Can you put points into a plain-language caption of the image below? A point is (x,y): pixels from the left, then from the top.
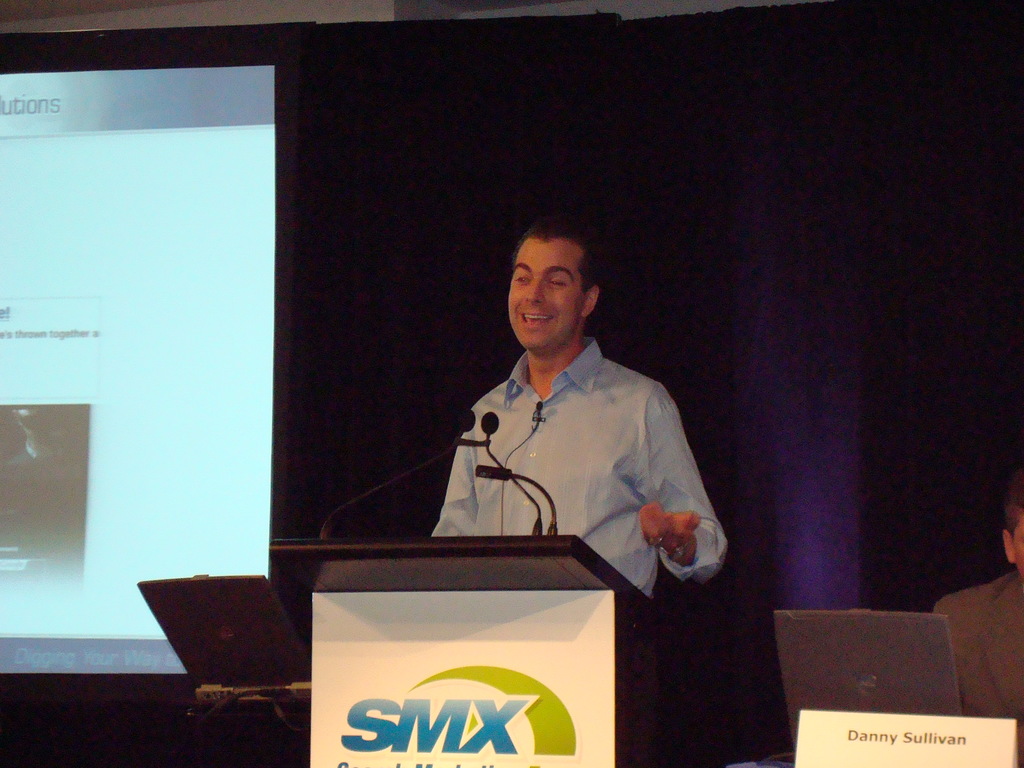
Here we can see a man (603,503) standing at the podium (605,572) and on it there are microphones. There are two laptops (285,685) on a platform (215,725) and on the right (999,692) there is a person (1007,635). In the background (166,230) there is a screen (166,230) and wall (723,28).
